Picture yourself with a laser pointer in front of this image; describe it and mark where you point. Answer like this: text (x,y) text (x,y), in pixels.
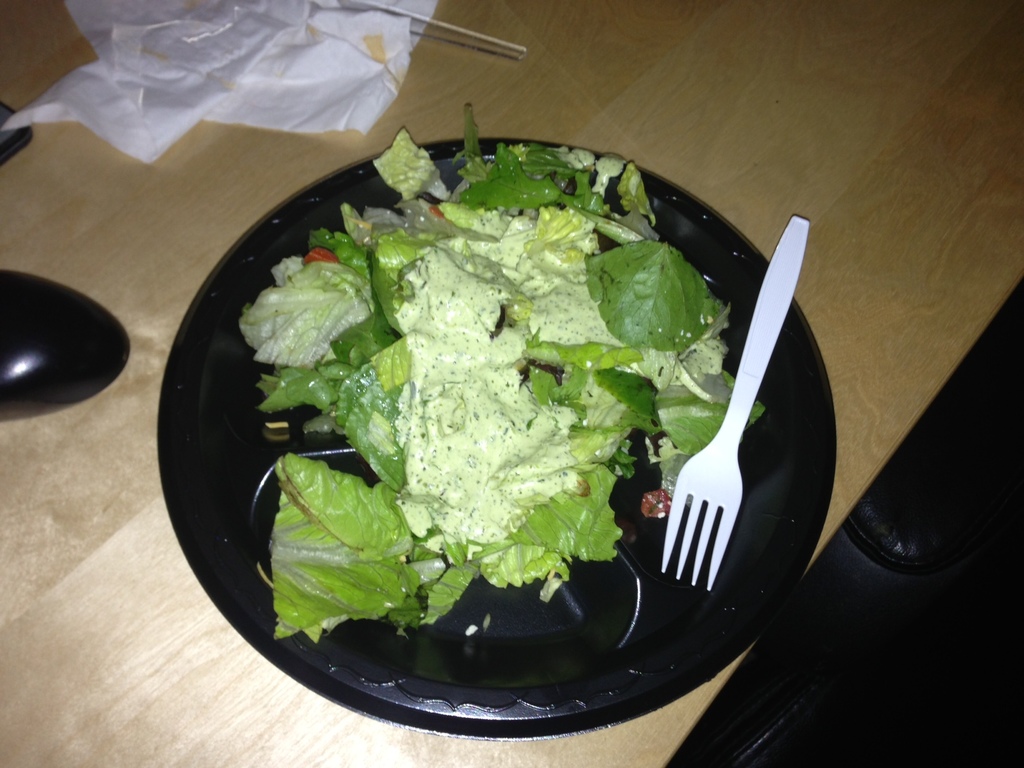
In this image in the background (644,115) there is one table (492,759), on the table (976,68) there is one bowl (574,581). In that bowl (245,473) there is salad (435,505) and one fork (765,325) and also there is a tissue paper (249,94) and some other object (93,317) on a table (99,579).
